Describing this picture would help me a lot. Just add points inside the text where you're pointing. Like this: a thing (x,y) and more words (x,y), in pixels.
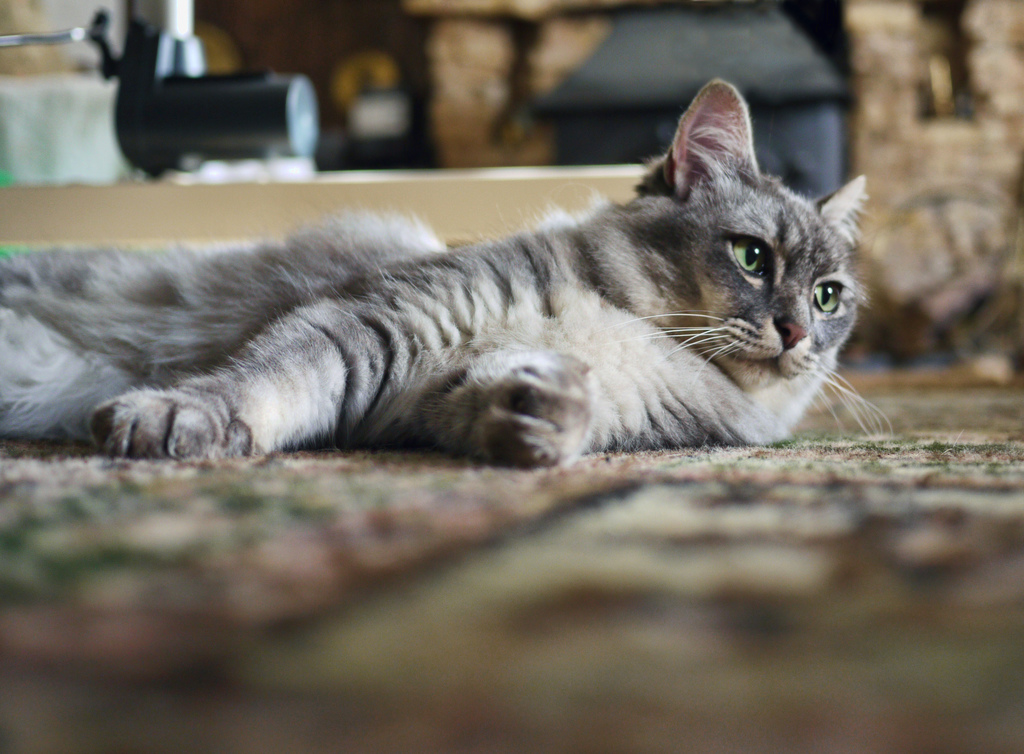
In this picture I can see a cat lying on the carpet (259,735), and in the background (247,222) there are some objects (46,107).
